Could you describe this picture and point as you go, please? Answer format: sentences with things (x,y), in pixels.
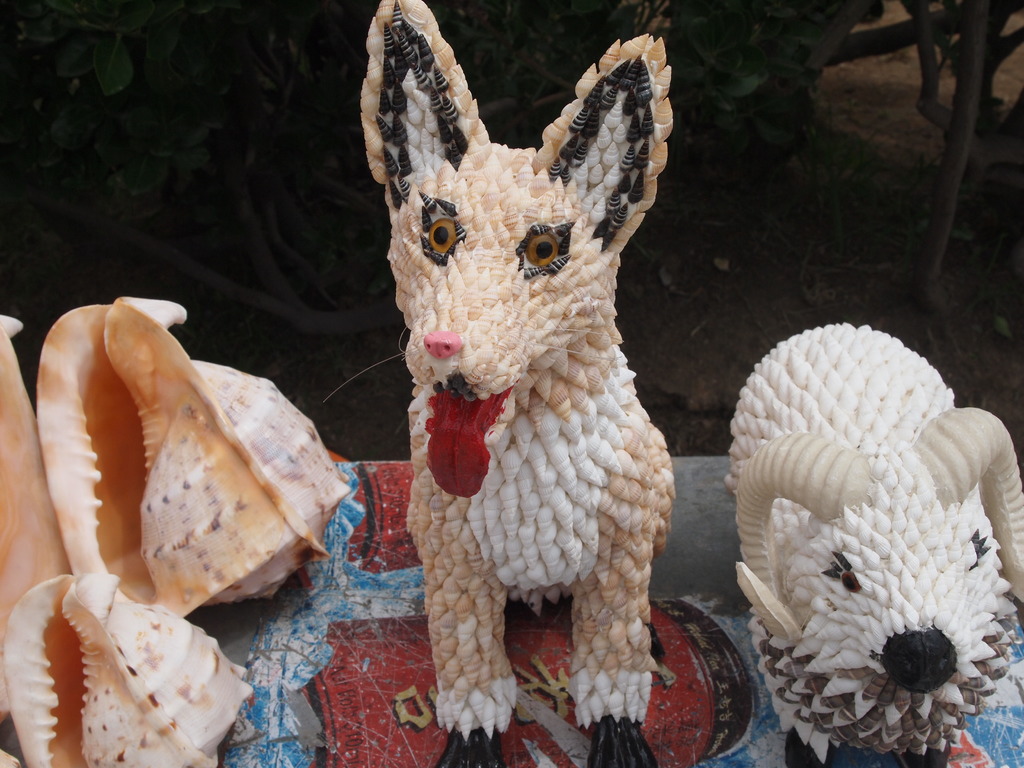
In this image I can see two toy animals (801,545) and they are in white and cream color and I can also see few seashells (172,565), they are in cream and white color.
